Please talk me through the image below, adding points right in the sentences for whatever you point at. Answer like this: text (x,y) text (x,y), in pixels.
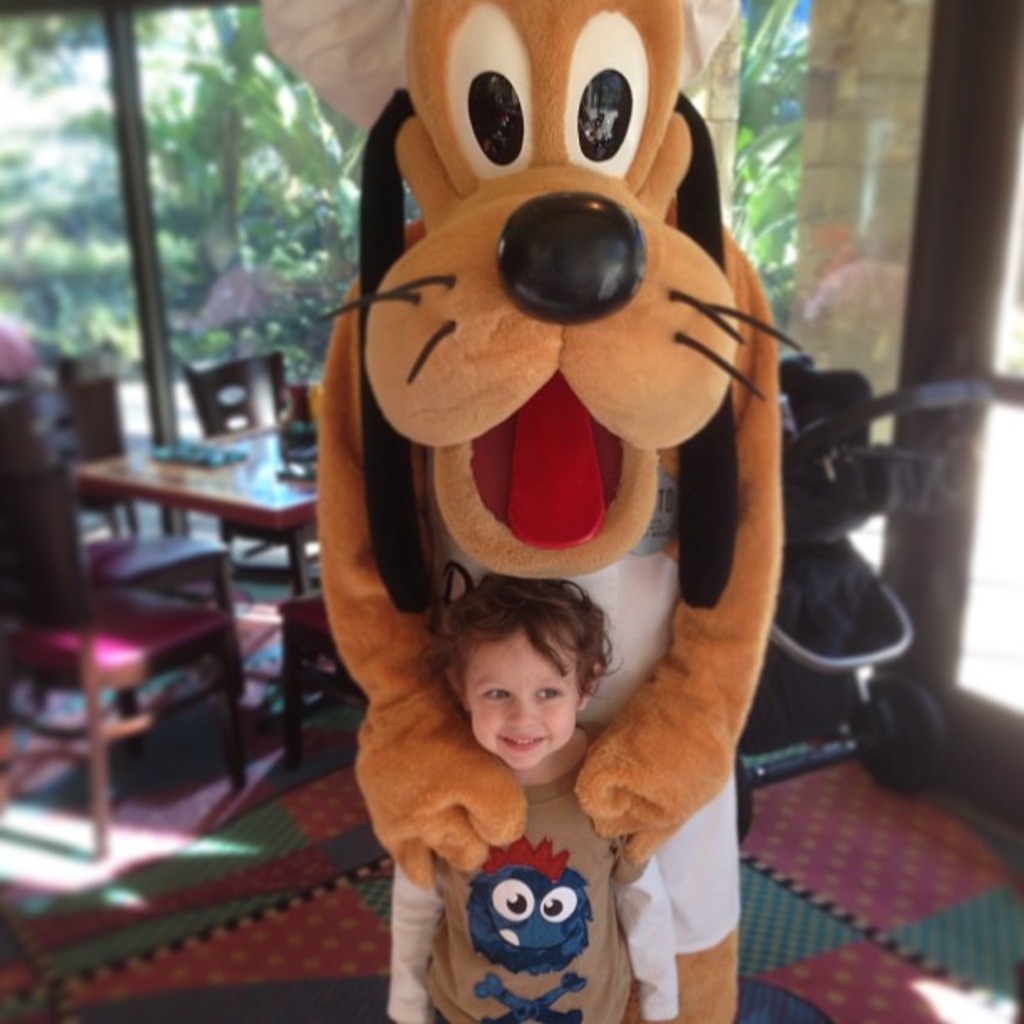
This picture might be clicked in a hotel. In front of the picture, we see a child (570,871) in white and brown t-shirt (568,895) is laughing. Behind him, we see a man (565,143) or a person (608,289) wearing cartoon dress (446,412). Behind him, we see a dining table (265,513) and chairs (284,605) around it. On background (144,147), we see a window (249,150) from which we can see trees (173,177).
